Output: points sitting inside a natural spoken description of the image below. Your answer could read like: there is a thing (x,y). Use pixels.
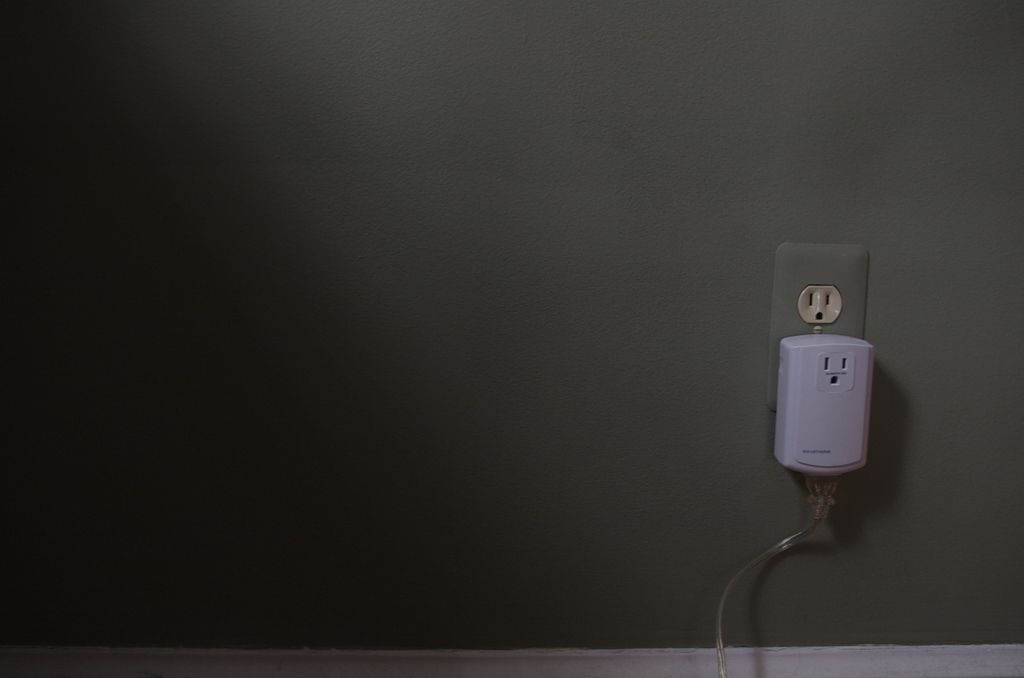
In this picture we can see a wall (675,424) with the sockets (795,292) and on the socket (814,324) there is an adapter (811,405) with a cable (717,640).
